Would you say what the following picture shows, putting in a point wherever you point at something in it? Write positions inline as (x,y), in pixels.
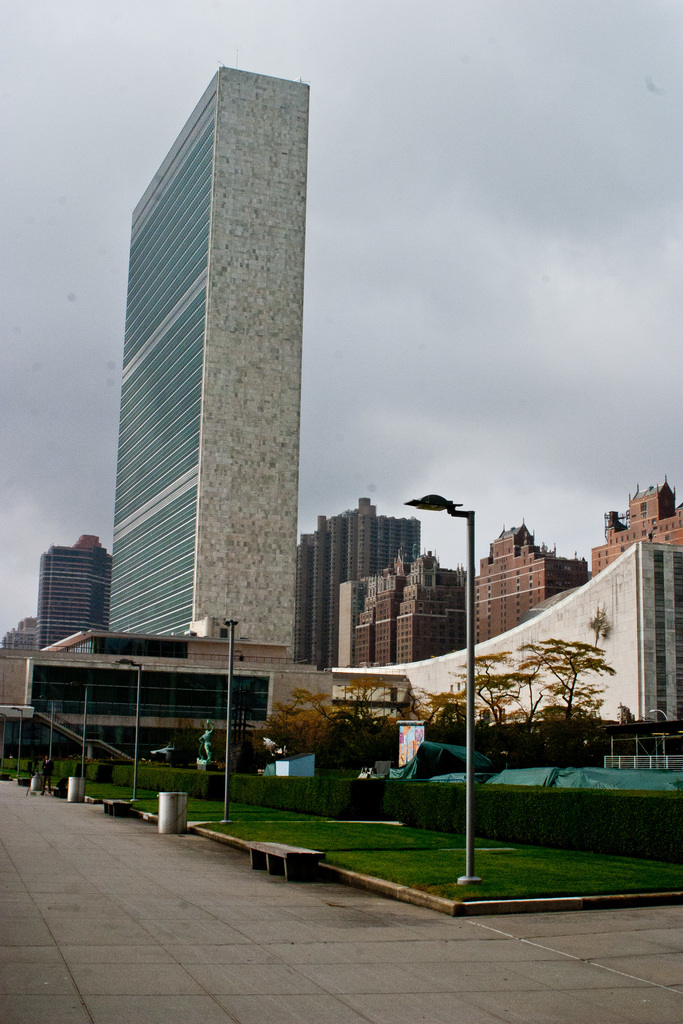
In this image there is a road (100,966) at the bottom (62,963). There is grass (337,849), there are benches (278,866), there are poles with lights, there are buildings (172,560) in the foreground (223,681). There are buildings (627,545) in the background (344,538). And there is sky (446,349) at the top (478,267). And there are trees (568,653) on the right corner (558,652).
